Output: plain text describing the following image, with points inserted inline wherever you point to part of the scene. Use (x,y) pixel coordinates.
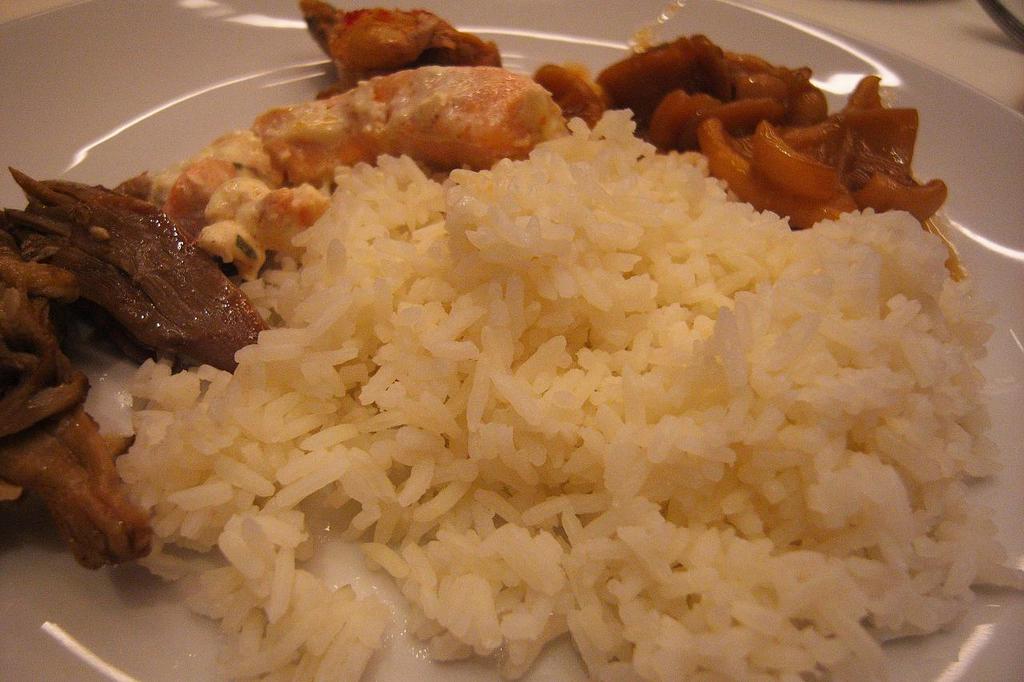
In this image there is a truncated plate (151,62) on the surface (936,41), there is food (378,384) in the plate (110,609).
